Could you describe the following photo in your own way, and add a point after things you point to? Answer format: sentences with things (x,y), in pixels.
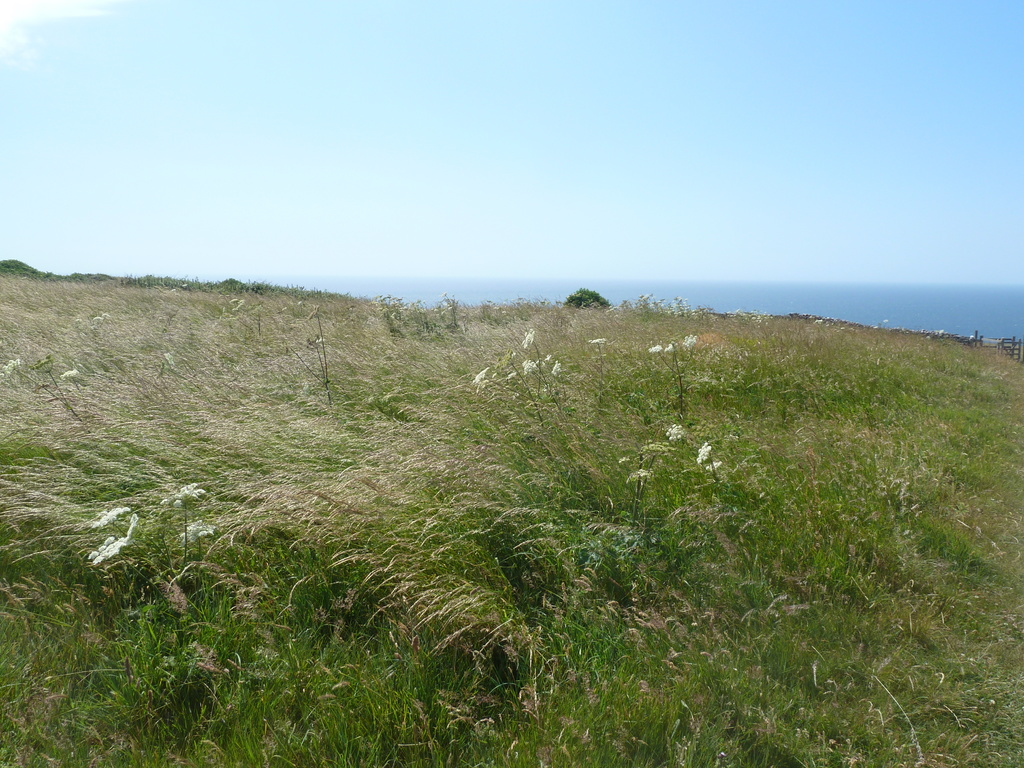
In the image we can see the sky (638,188), plants (625,532), grass (693,592) and flowers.
